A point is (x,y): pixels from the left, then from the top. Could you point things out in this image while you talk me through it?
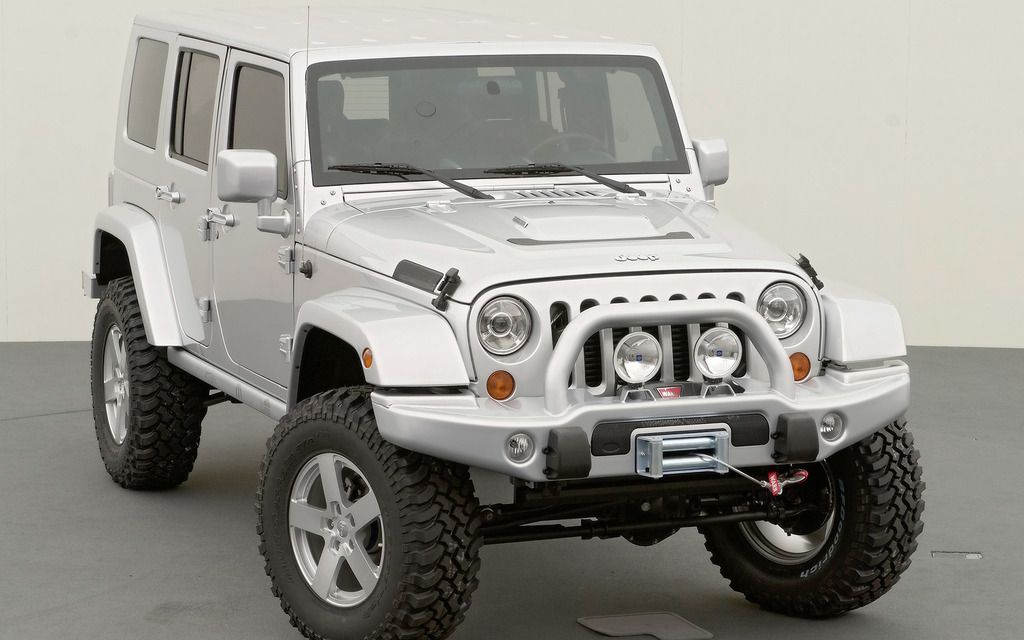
In this image in the center (641,214) there is a jeep (331,415), at the bottom (251,440) there is a floor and in the background (68,72) there is a wall (58,211).
